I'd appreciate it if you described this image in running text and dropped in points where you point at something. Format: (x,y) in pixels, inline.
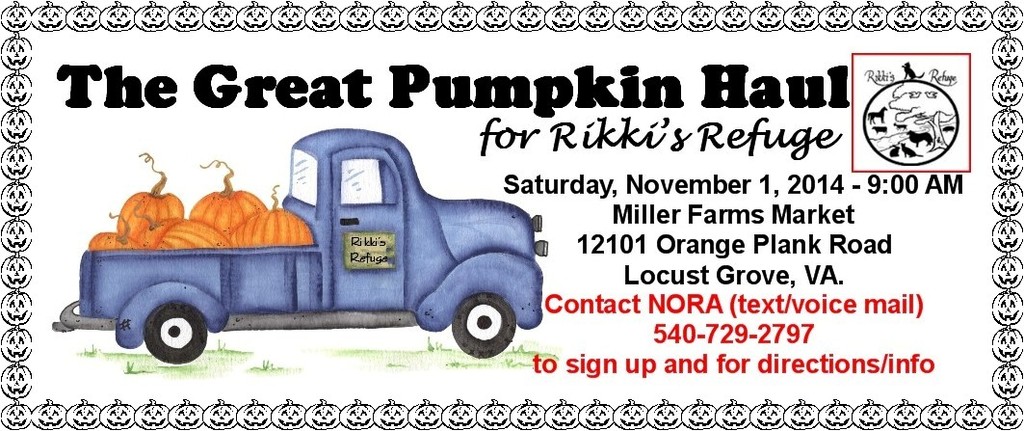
In this picture I can observe blue color vehicle (359,274) which is drawn. There are some orange color pumpkins (182,223) in the vehicle (171,261). I can observe some text (639,141) in this picture. The background (181,142) is in white color.
